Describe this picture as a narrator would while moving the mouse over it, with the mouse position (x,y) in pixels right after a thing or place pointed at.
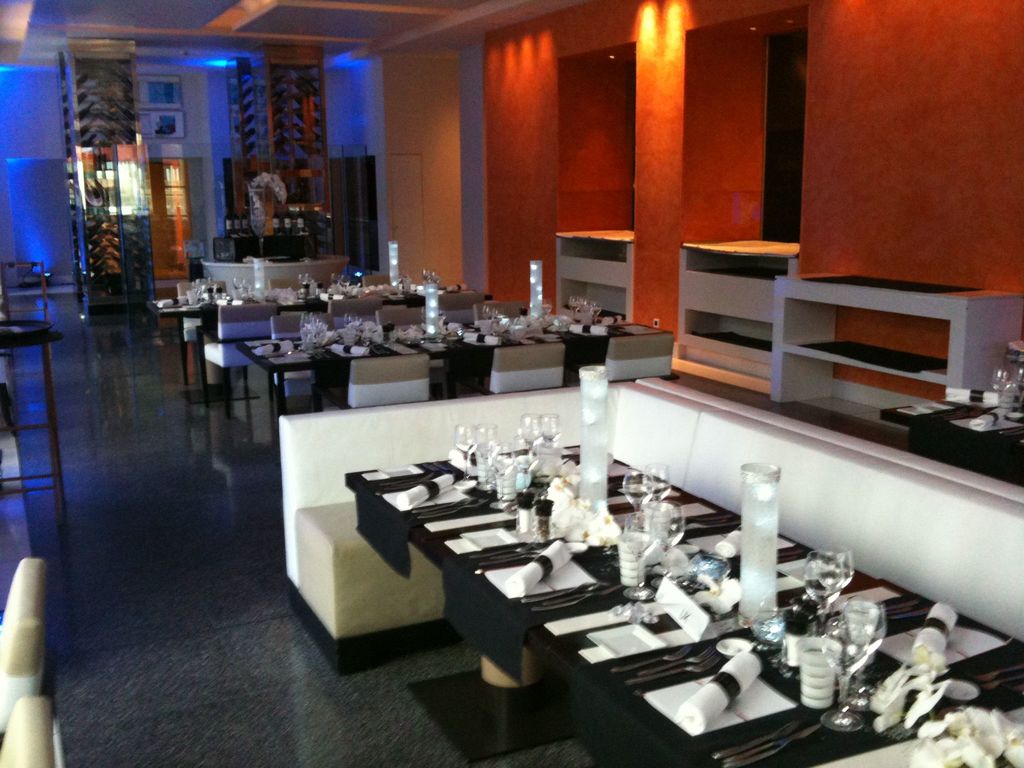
In this picture we can see the inside view of the restaurant (568,474). In the front (710,741) there is a black table (709,740) and white sofa (942,584). On the top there are some glasses (852,714) and tissue papers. Behind we can see other tables (297,296). In the background (1005,100) there is an orange wall (646,76) with some spotlights (678,26).
